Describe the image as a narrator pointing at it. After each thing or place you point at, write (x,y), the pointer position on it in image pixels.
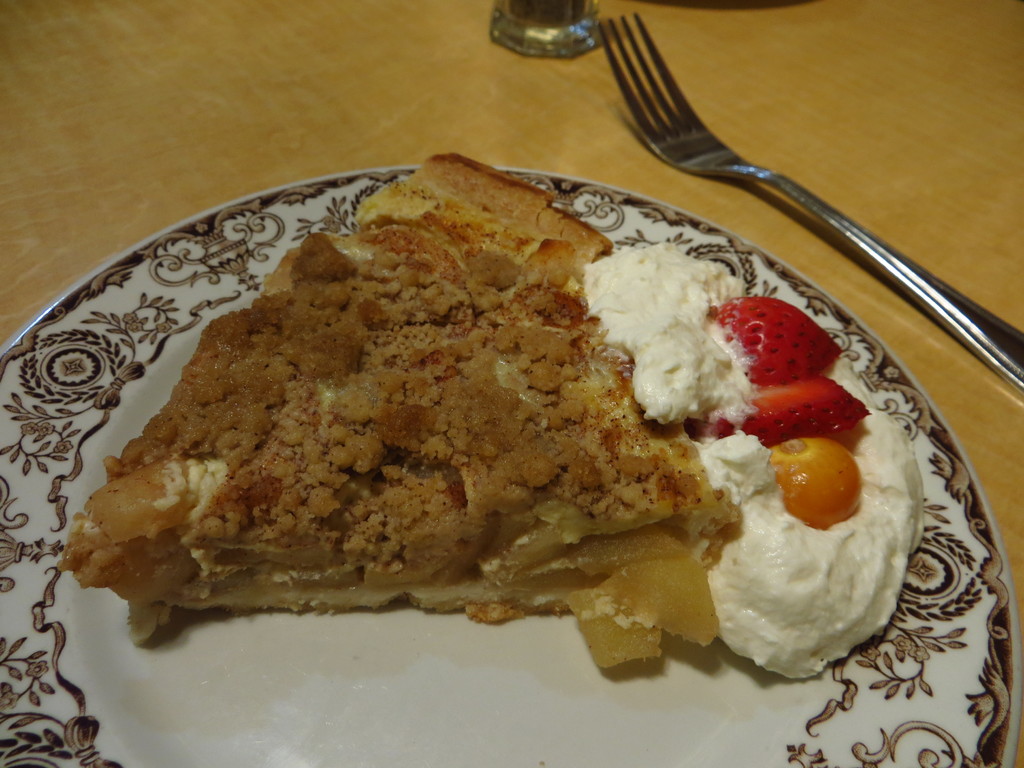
In the picture I can see some food item (448,431), ice cream (791,544) and strawberries (760,405) which are in white color plate (252,635) and there is fork (883,265) on wooden surface (379,122).
